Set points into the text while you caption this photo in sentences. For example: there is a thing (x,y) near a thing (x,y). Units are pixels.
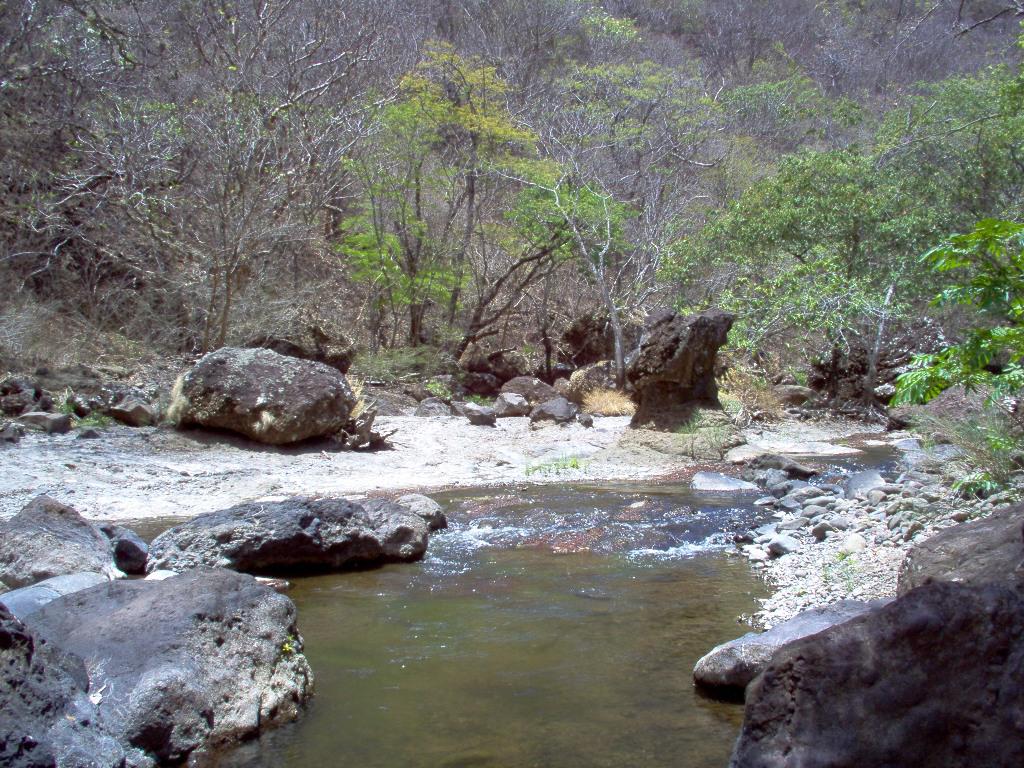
In this image we can see water (606,587). Also there are rocks (861,506). In the background (440,178) there are trees (327,121).
